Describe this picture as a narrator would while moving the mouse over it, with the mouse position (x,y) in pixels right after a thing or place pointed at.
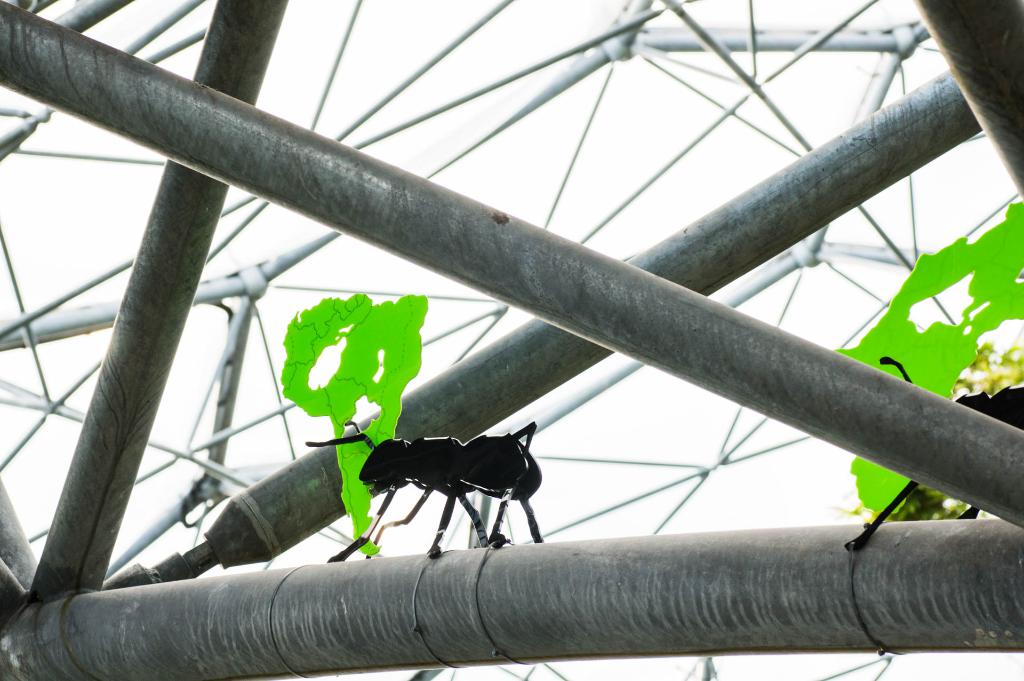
In this picture we can see rods (249,609) and on a rod (712,560) we can see two black ants (383,480).
